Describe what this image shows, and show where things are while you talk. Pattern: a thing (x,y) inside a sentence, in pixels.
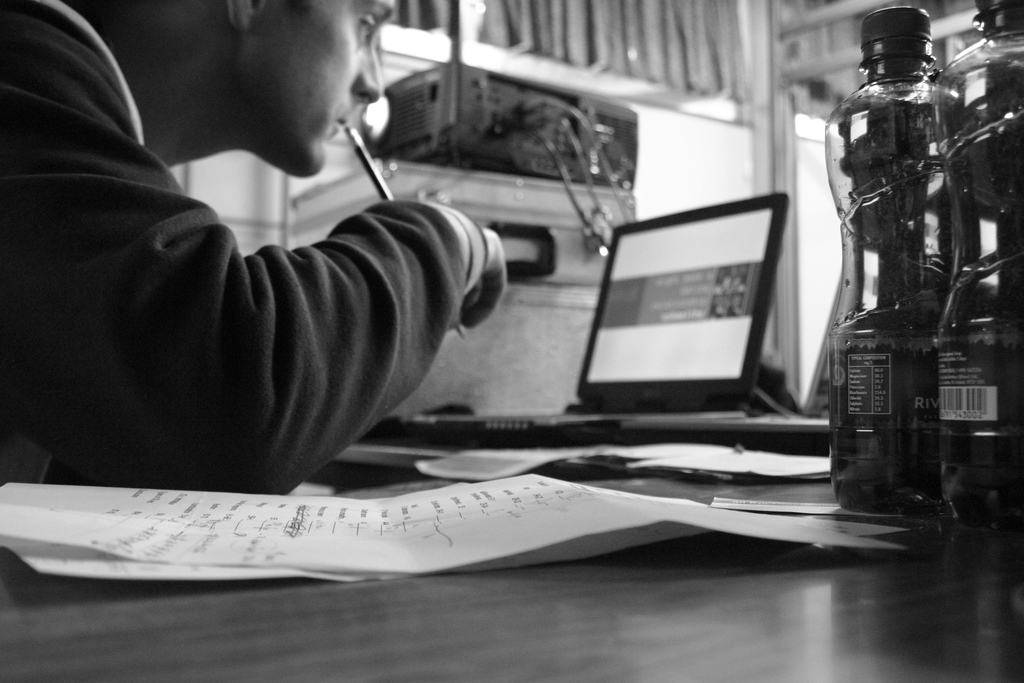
In this picture I can see a man (309,264) holding a pencil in his hand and I can see a laptop (645,359), few papers (670,501) and bottles (877,407) on the table (575,681) and looks like a projector (501,88) and few curtains (529,40) at the top of the picture (562,28).
